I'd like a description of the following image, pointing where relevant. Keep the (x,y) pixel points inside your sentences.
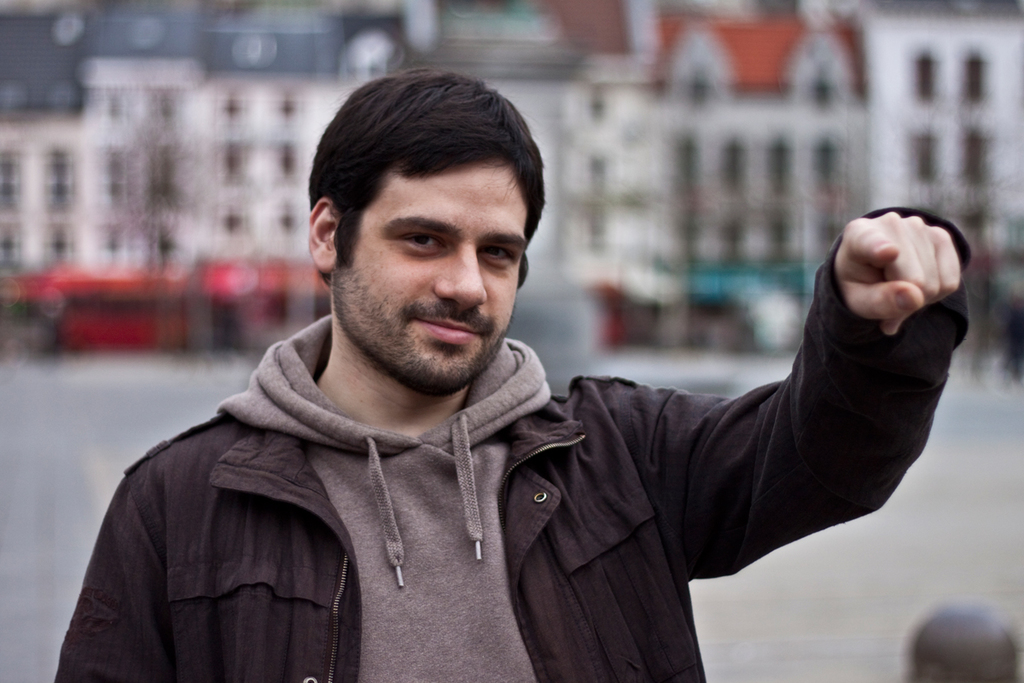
In the image we can see the close up picture of a man (333,267) wearing clothes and he is smiling. Behind him we can see the buildings (685,143) and the background (594,187) is blurred.
